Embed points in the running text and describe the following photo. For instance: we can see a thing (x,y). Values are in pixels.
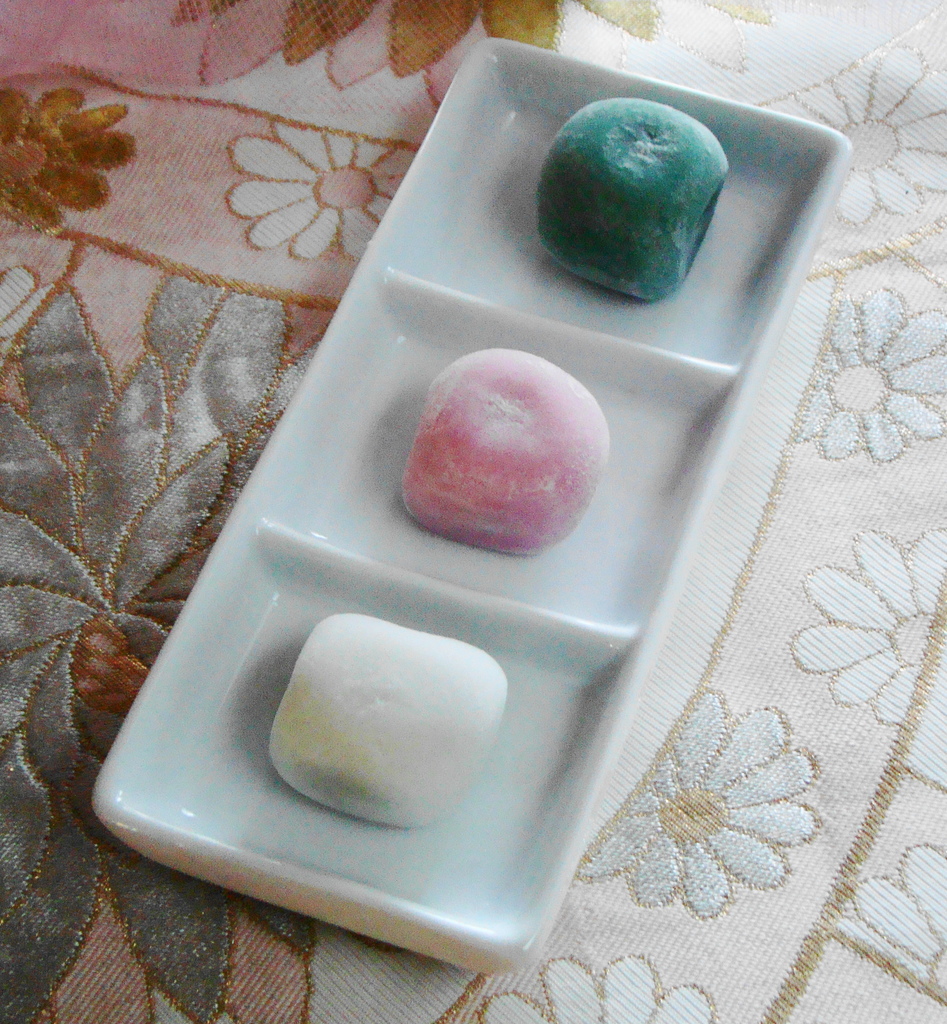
In this image we can see candies (448,796) placed in a tray (492,754) and placed on the cloth (900,246).
